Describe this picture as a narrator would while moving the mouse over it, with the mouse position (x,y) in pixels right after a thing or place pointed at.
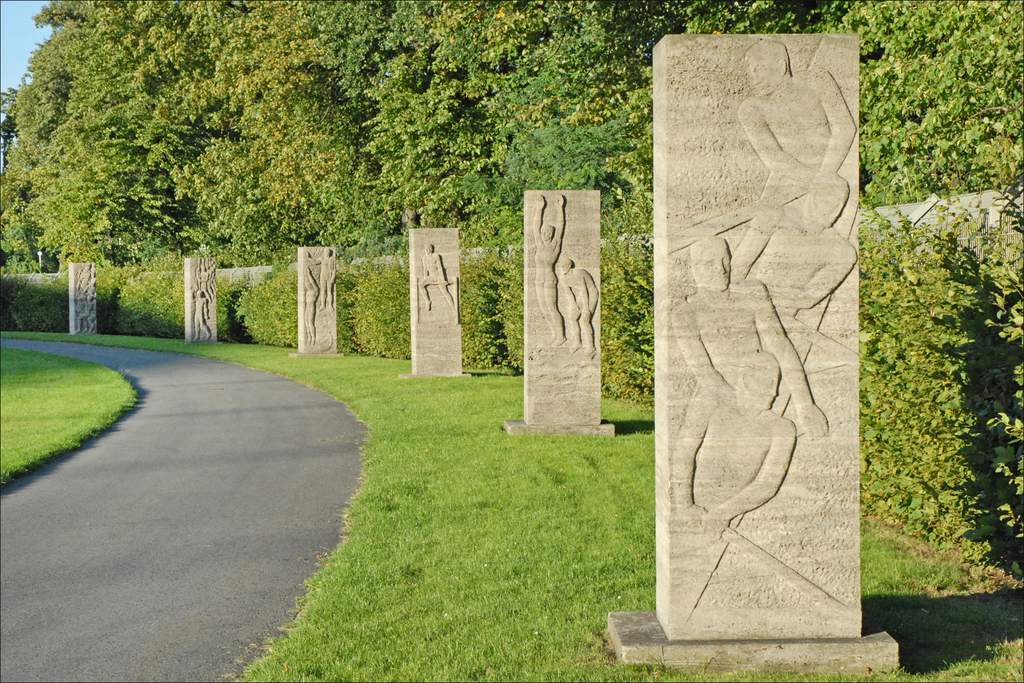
In the picture I can see stones (548,391) which has art design of people (709,356). In the background (277,331) I can see trees (290,242), plants (478,296), the grass (417,441), a road (217,497) and the sky (12,80).
